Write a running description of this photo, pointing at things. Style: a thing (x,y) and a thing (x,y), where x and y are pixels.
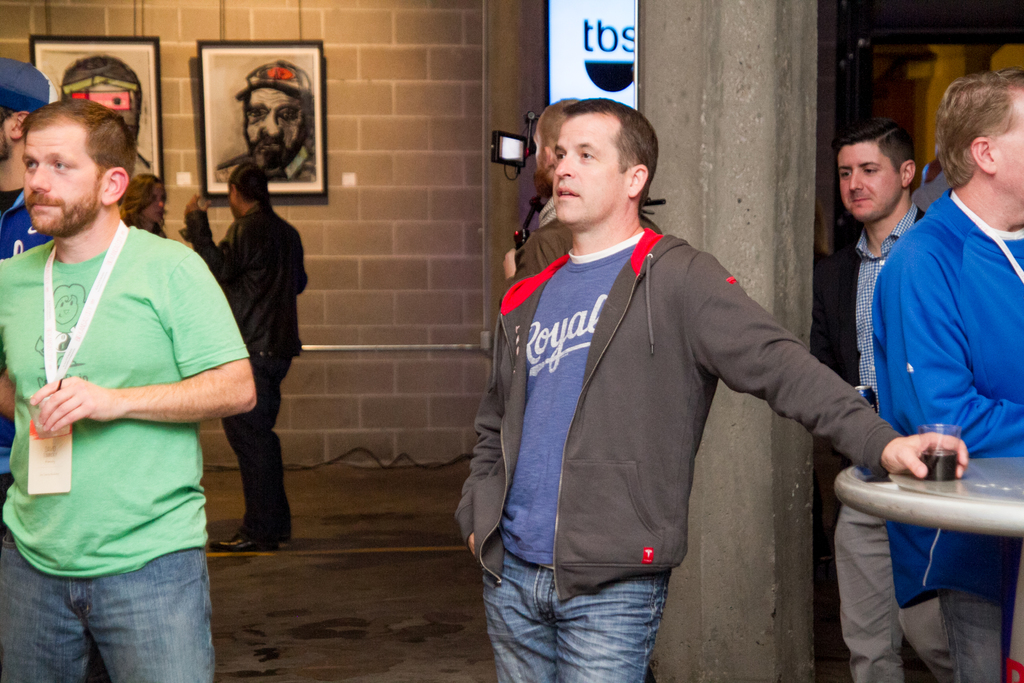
In this image we can see a few people (600,294) standing, among them some people (168,399) are holding the objects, there is a table (927,502), on the table (927,493), we can see a glass (944,454) with liquid (938,473), there are some photo frames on the wall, also we can see a projector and a pillar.
